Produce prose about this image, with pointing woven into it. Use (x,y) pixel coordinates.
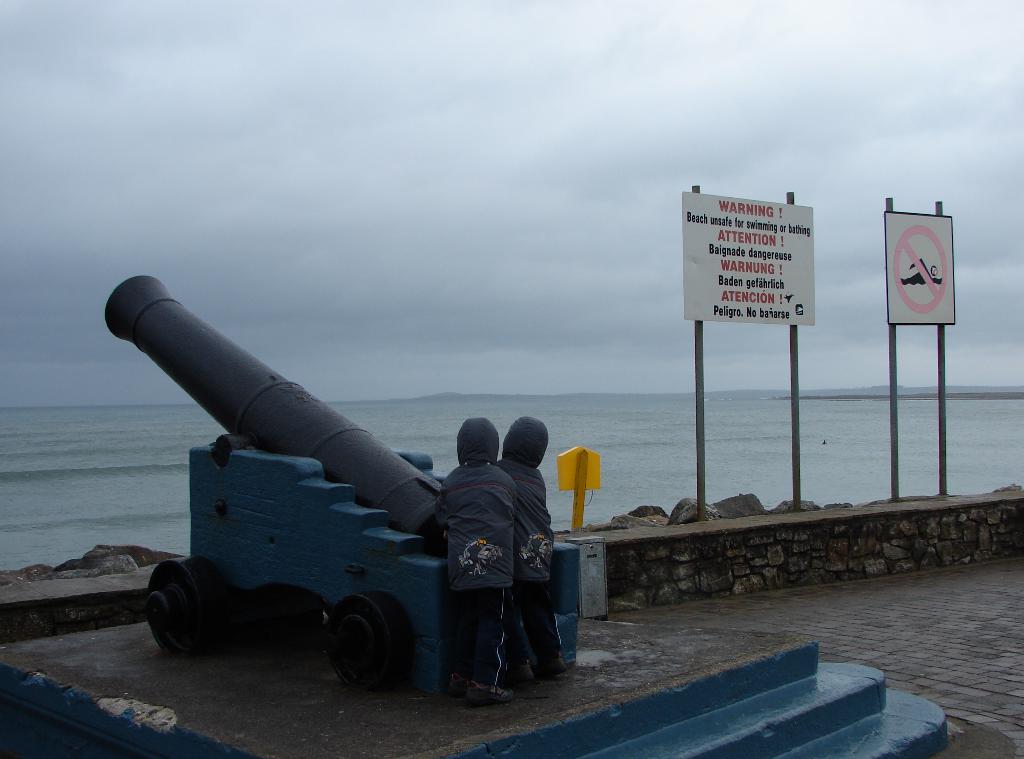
Here we can see military weapon (254,479), kids (509,480), signboards (899,221), rock wall (684,570) and poles (580,457). Background (624,438) we can see the sky (832,227) and water (954,444). Sky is cloudy.
